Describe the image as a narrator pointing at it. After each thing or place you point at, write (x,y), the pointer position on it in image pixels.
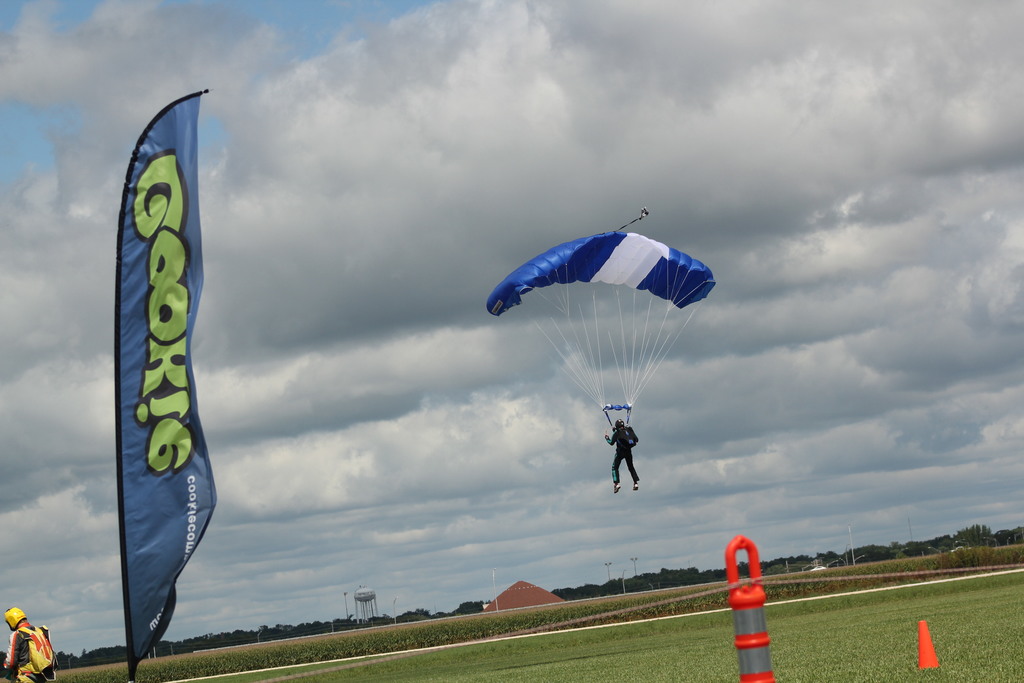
As we can see in the image there is a banner (184,533), two people (17,640), parachute (621,255), pole (760,660) and grass (508,657). In the background (230,640) there are trees (685,576). On the top (481,72) there is sky (374,222) and clouds (400,337).
